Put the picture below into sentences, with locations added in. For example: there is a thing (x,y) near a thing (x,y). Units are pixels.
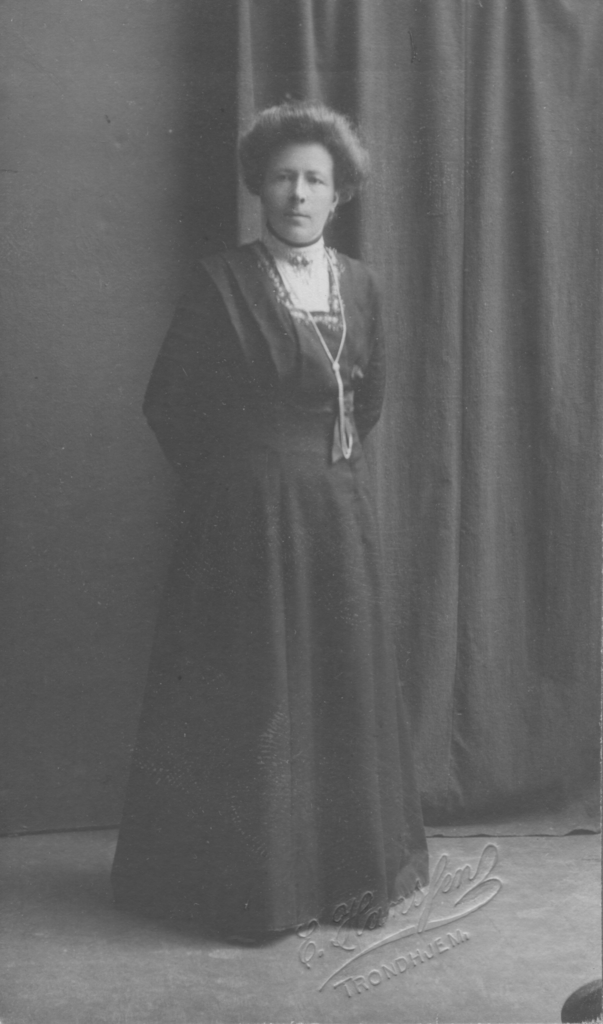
This is a black and white image. Here I can see a woman (288,266) standing on the floor (129,1002) and looking at the picture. At the back of her there is a curtain (421,66) to the wall (58,154). At the bottom of this image (410,922) there is a watermark (428,896).
